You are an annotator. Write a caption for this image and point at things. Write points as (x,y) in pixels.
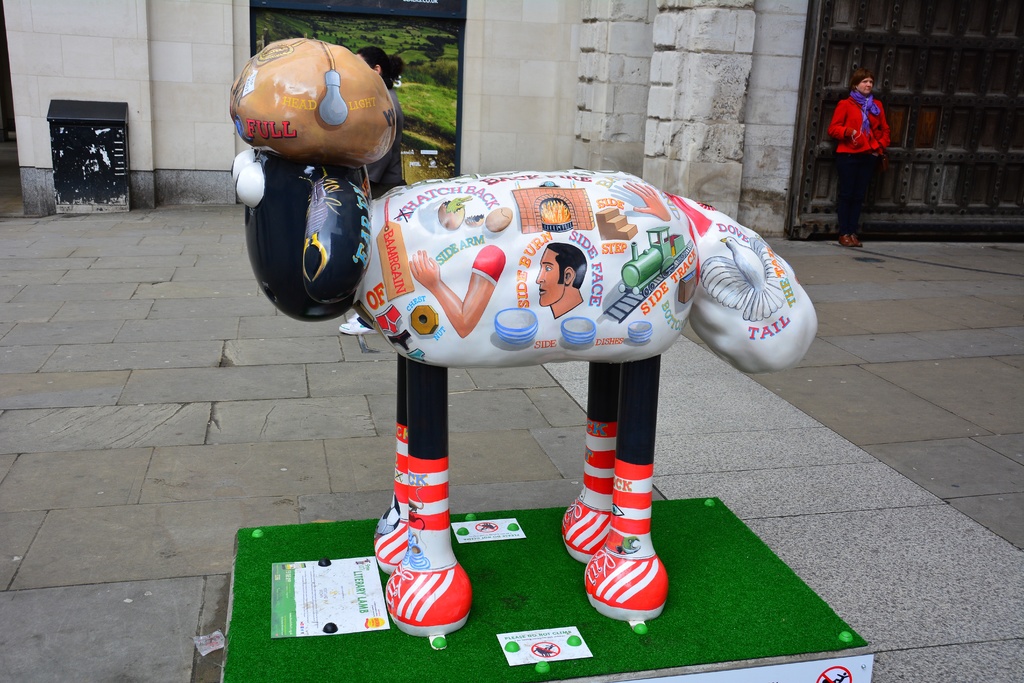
In this picture we can see a statue (518,187), posters (466,538) on the platform (725,647) and in the background (868,99) we can see a person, woman (873,136) standing on the ground (845,326), grass (741,633), walls (487,149) and some objects (906,127).
